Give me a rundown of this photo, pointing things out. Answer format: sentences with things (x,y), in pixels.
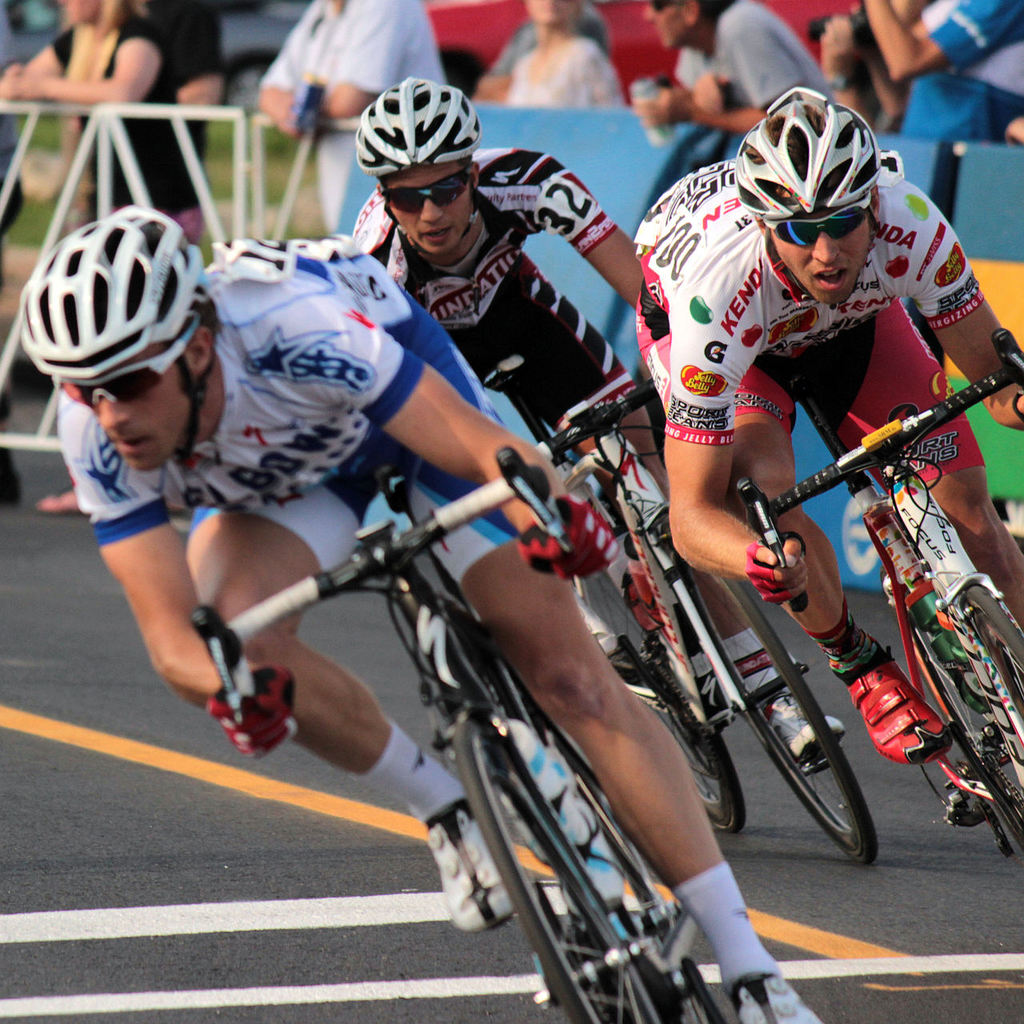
In this picture there are three people (811,566) riding a bicycle (766,637) and there is crowd (687,51) behind them.
